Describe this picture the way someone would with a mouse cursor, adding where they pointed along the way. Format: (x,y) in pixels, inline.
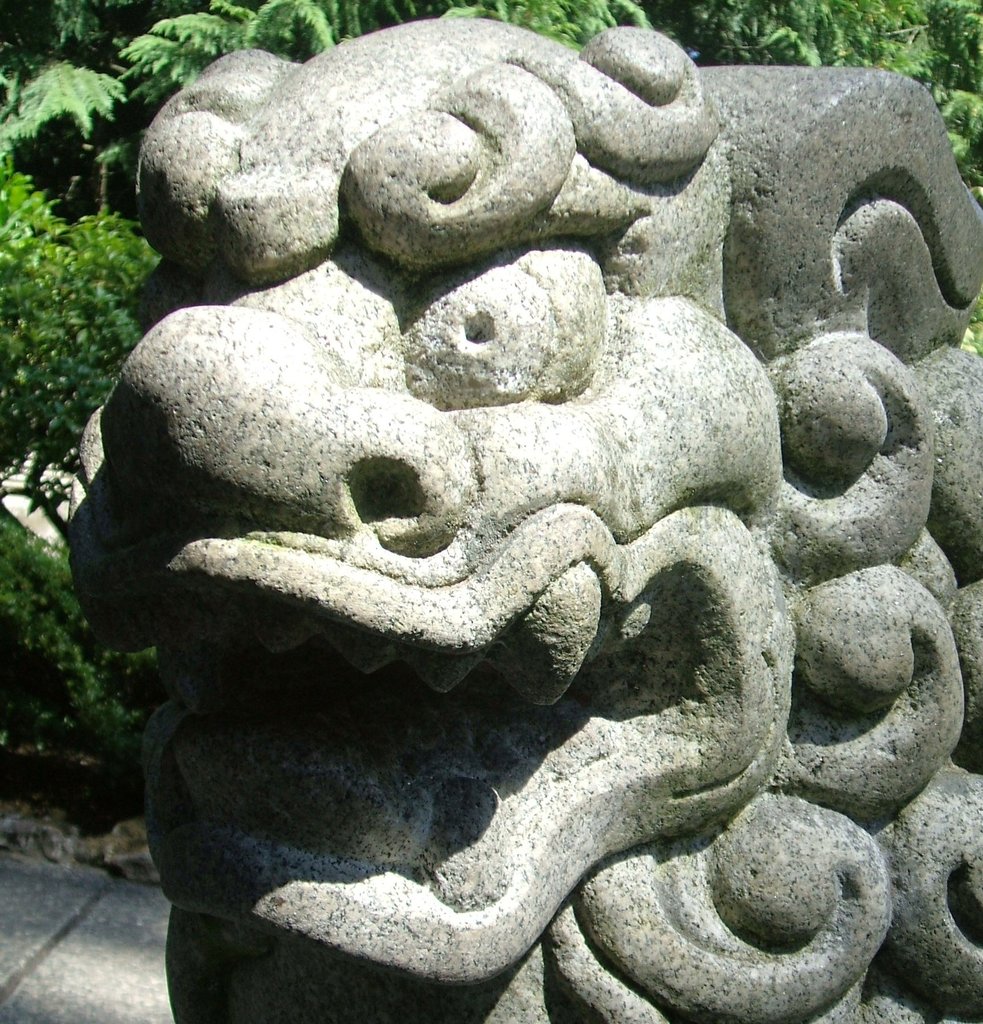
In this picture I can see stone carving (552,533) and I can see few trees (160,101) in the back (43,93).
